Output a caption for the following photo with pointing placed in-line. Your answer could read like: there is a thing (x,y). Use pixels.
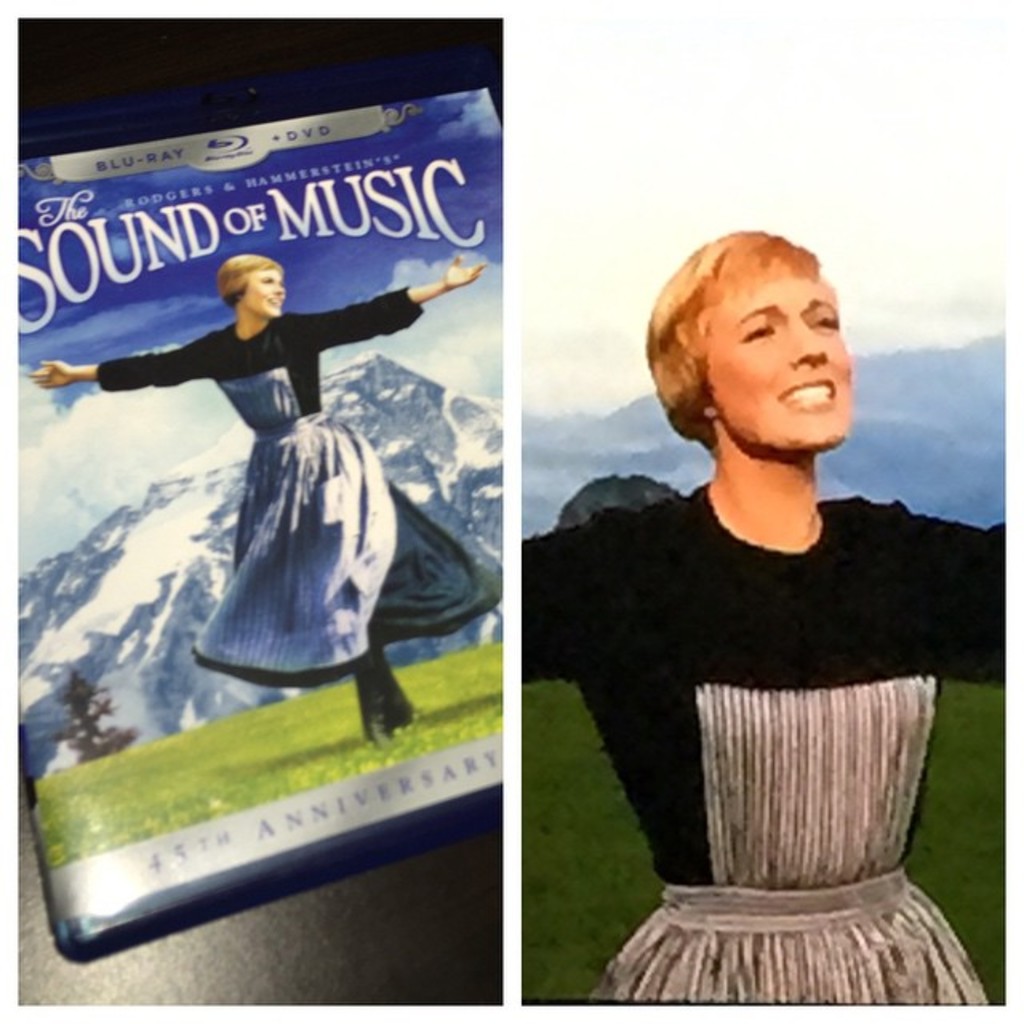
In this image I can see the collage picture and I can see the person (390,626) and the person (452,580) is wearing black and gray color dress (755,693). In the background (119,580) I can see the mountains (405,492) and the sky (370,261) is in blue and white color.
